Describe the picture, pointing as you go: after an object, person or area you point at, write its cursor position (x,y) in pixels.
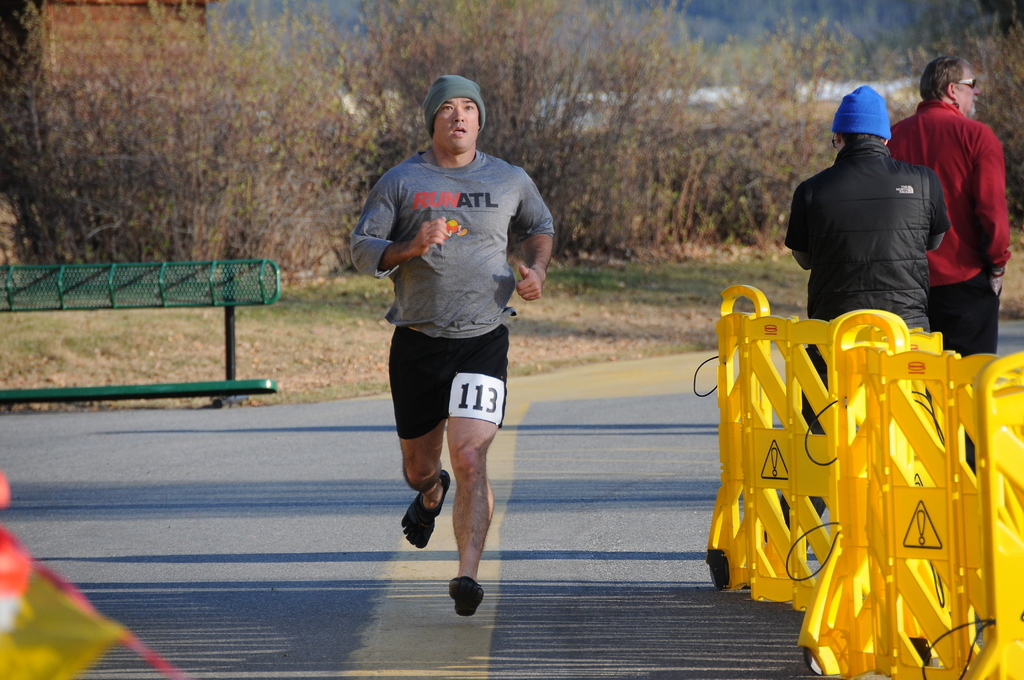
In this Image, we can see a person (502,240) wearing clothes (446,328) and running on the road (537,514). There are barricades (904,406) in the bottom right of the image (944,539). There are persons (845,259) on the right side of the image (973,286). There is a metal frame (196,283) on the left side of the image (202,380). There are some plants (779,145) at the top of the image (683,213).
